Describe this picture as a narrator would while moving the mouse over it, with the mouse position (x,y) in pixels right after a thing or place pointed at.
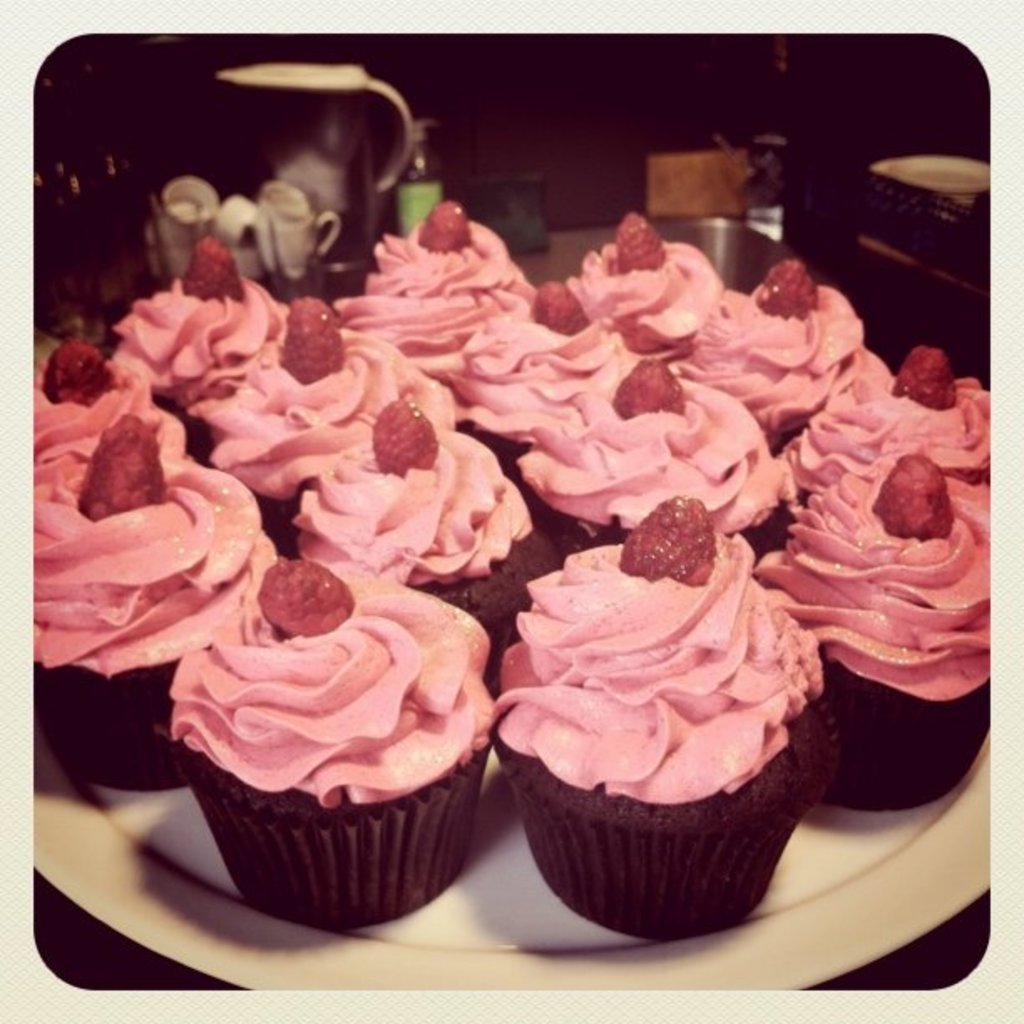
This is an edited picture. I can see cupcakes (523,638) on the plate (842,867), and in the background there are some objects (343,180).
